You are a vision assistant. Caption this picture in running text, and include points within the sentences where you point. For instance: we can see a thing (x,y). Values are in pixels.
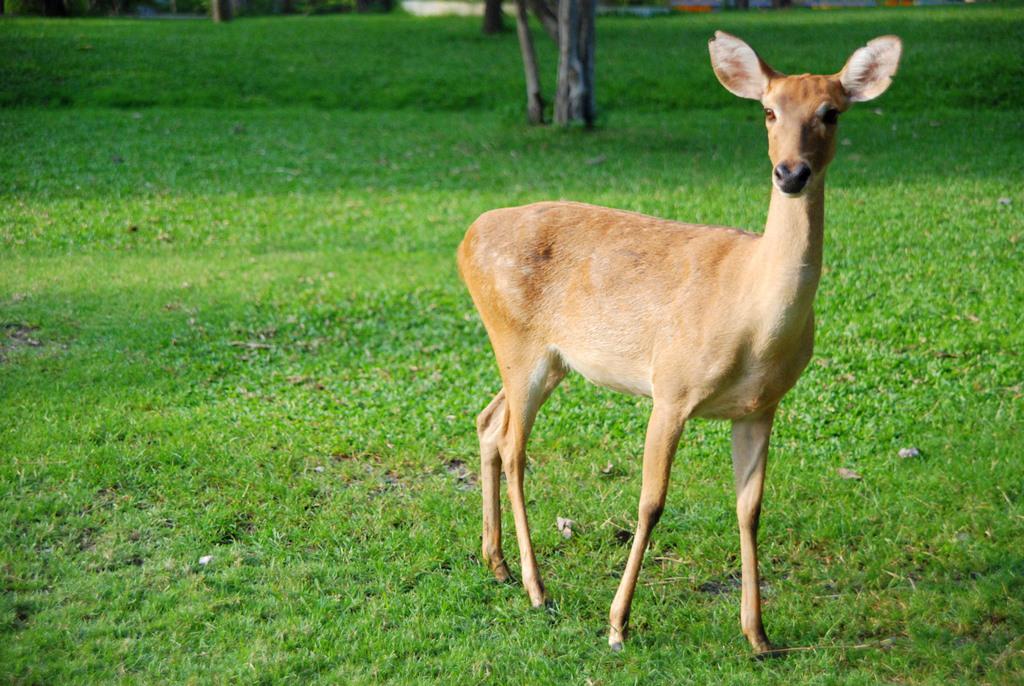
In this picture we can see deer (588,319) on the grass (346,553). In the background of the image (575,93) we can see tree trunks (532,61).
